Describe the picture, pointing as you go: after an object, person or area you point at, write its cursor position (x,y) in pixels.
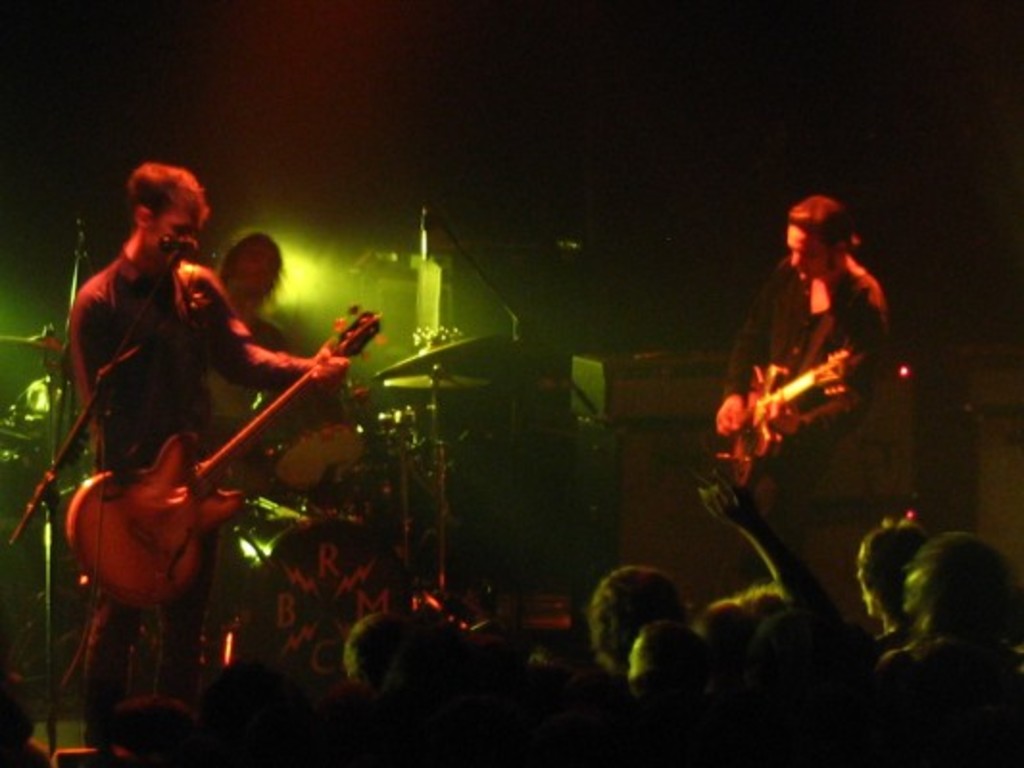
In this image we can see a three people (128,661) performing on a musical stage (35,521). They are playing a guitar (215,455), playing a snare drum (352,442) and singing on a microphone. Here we can see a few audience (853,735) who are watching these people (174,418).
